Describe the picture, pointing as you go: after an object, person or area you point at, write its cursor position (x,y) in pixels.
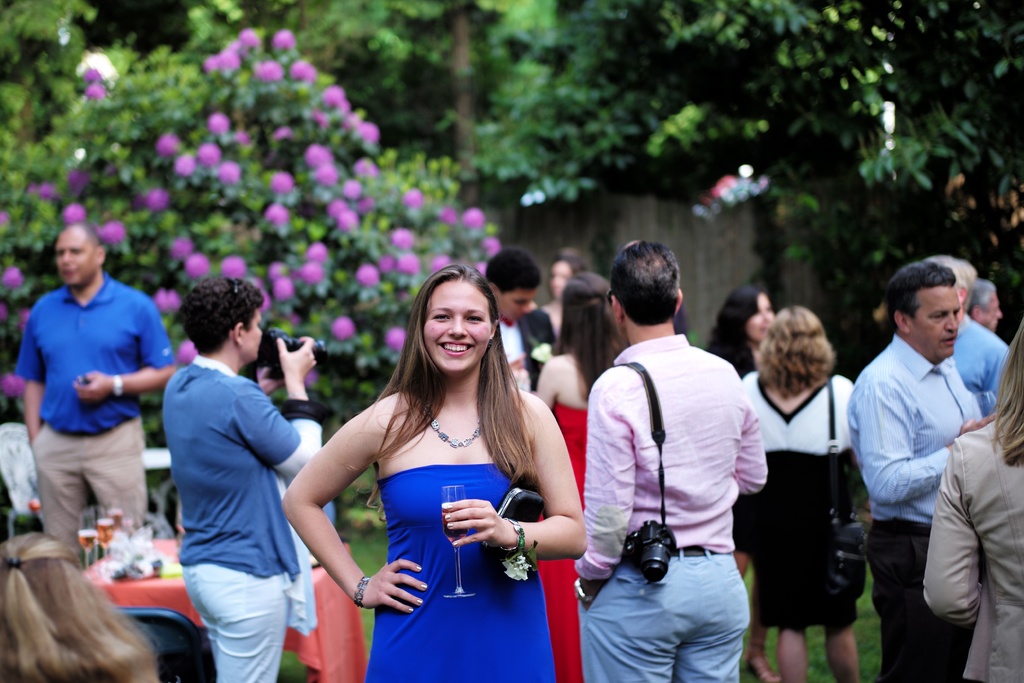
In this picture we can see a woman (559,506) holding a glass (455,592). She is standing and smiling. There are a few glasses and some objects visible on the table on the left side (115,562). We can see a person (268,412) holding a camera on the left side (249,330). There is a person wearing a camera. We can see a few people (504,279) visible at the back (40,399). There are some flowers (148,194), a fence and a few trees (649,121) are visible in the background (445,135).
